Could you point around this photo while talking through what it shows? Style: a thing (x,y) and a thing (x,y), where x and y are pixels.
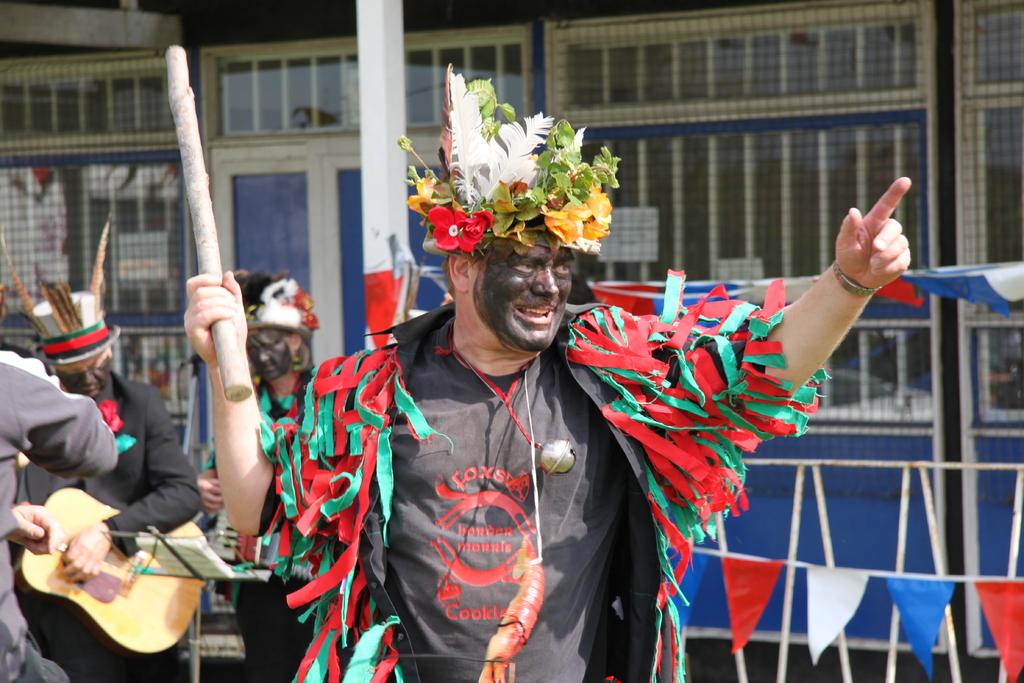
There is a man (456,503) with black t-shirt (473,492). He is standing. On him there are colorful ribbons (672,437). To his face (561,300) there is a black color mask (541,267). On his head (508,272) there is crown (522,174) with leaves (579,185). He is holding a stick (193,172) in his hands (215,306). And behind him there are some peoples (103,407) standing and playing guitar (92,589). There is a door (323,233) at the back side (326,213). And to the left (173,254) there is a window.
